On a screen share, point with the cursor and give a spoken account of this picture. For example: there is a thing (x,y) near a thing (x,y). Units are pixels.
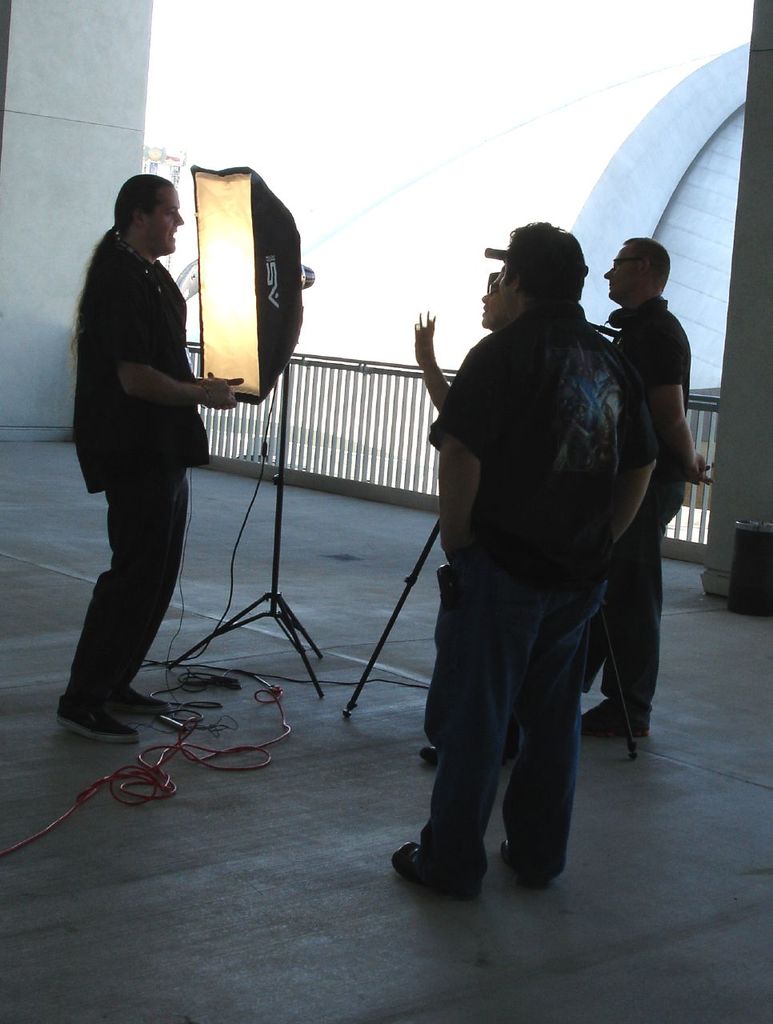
In this image we can see a group of people (543,405) standing on the ground (333,804). In the center of the image (285,355) we can see a soft box (273,265) placed on a stand (284,611) with some cables (170,778). In the background (713,459), we can see a barricade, trash bin (758,579) placed on the ground (723,634), pillars (735,306), buildings (468,180) and the sky (320,65).
